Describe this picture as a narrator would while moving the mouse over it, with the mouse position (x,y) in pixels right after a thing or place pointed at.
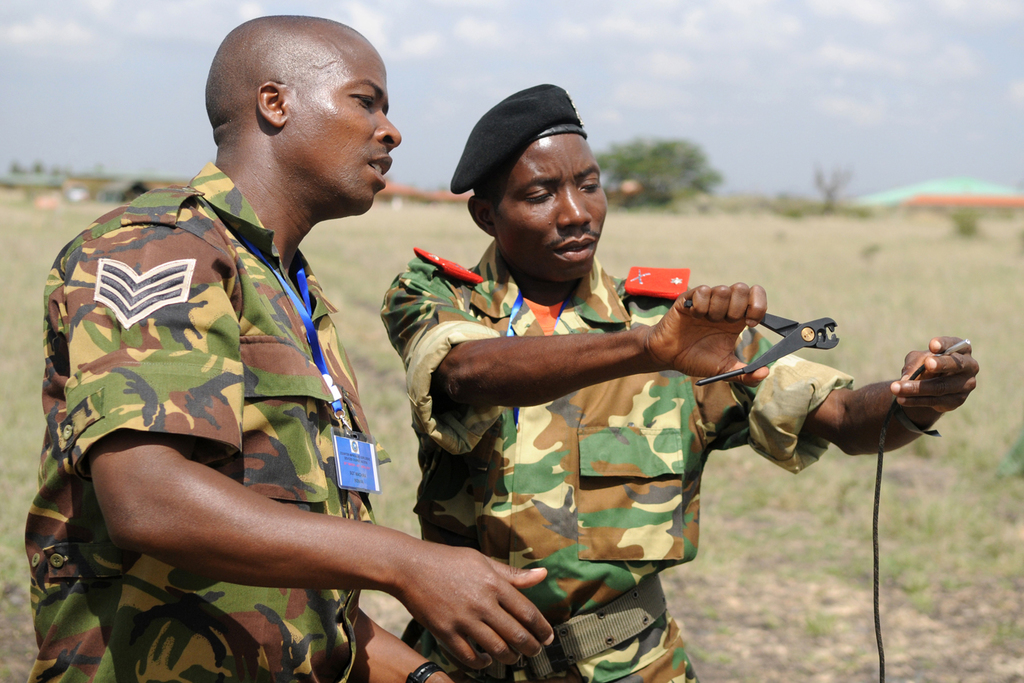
In this image in the front (448,467) there are persons (198,388) standing. The man (591,416) on the right side (696,460) is standing and holding a wire (880,430) and a cutting plier (773,355) in his hand (657,329). In the background (712,262) there is grass (755,271) on the ground (732,267) and there is a tree (649,205) and the sky (923,66) is cloudy.
